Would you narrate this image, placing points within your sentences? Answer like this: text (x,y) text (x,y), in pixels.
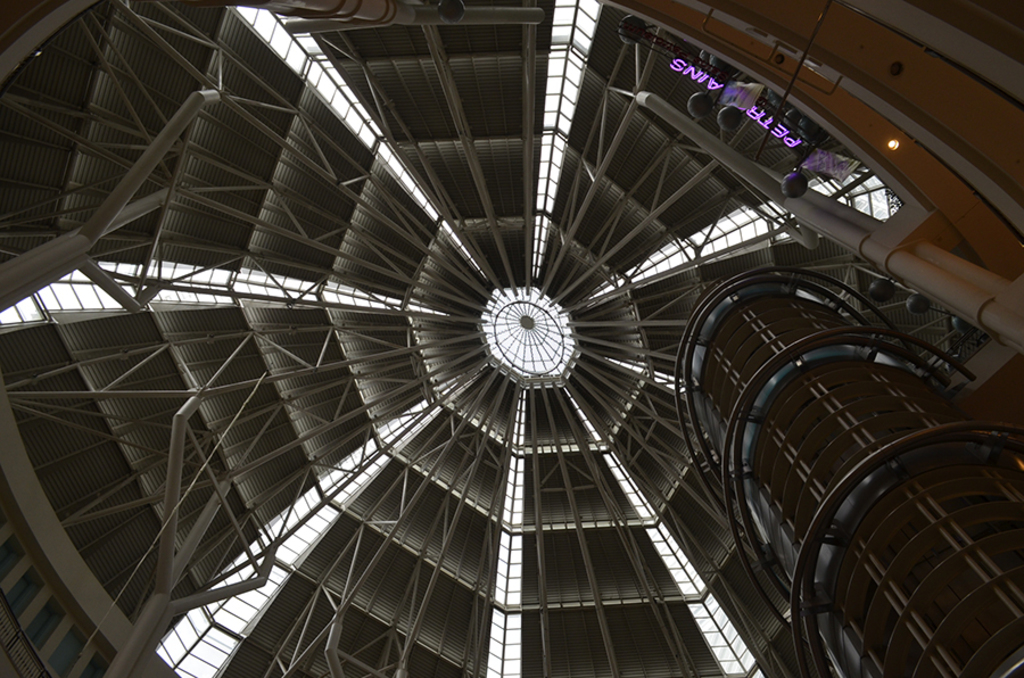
In this image I can see a rooftop (511,415), metal rods (809,287), lights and a building (801,515). This image is taken may be in a building (804,388).
